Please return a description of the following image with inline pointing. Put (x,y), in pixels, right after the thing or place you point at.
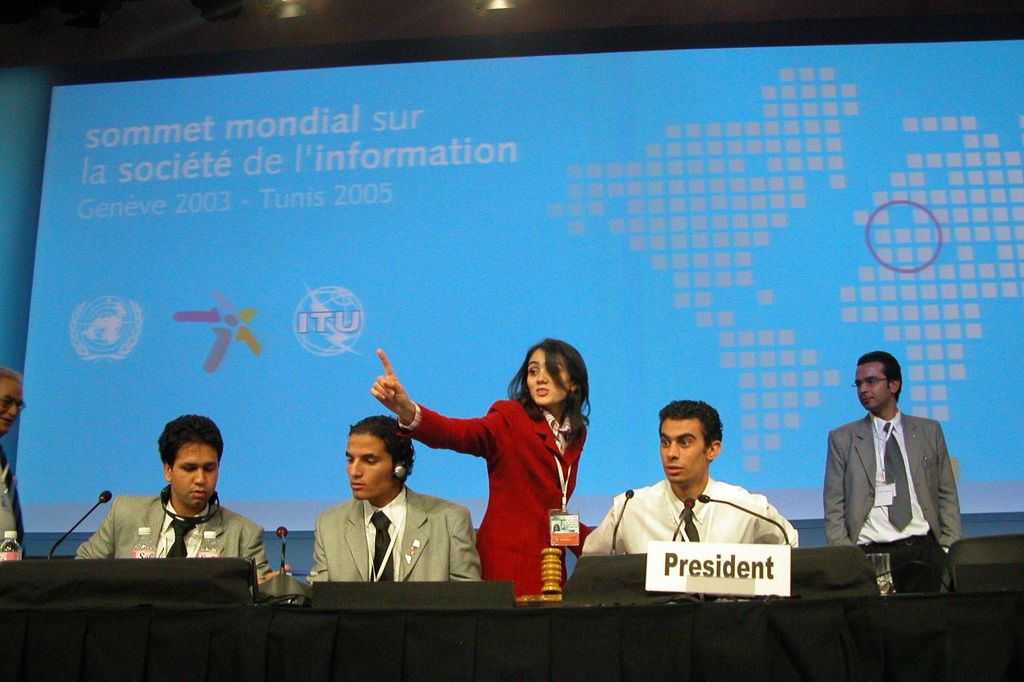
In this picture, we see three men (423,525) are sitting on the chairs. In front of them, we see a black table (412,628) on which microphones (283,579) and water bottles (10,550) are placed. We see a white board (705,555) with "President" written on it is placed on the table (651,621). The woman (544,494) in red blazer (521,471) is pointing towards something and she is trying to talk something. On the right side (858,436), the man (871,510) in grey blazer (865,501) is standing. On the left side (5,509), the man (10,426) in grey blazer (7,517) is also standing. Behind them, we see a projector screen (417,244) displaying something. This picture might be clicked in the conference hall (215,33).
